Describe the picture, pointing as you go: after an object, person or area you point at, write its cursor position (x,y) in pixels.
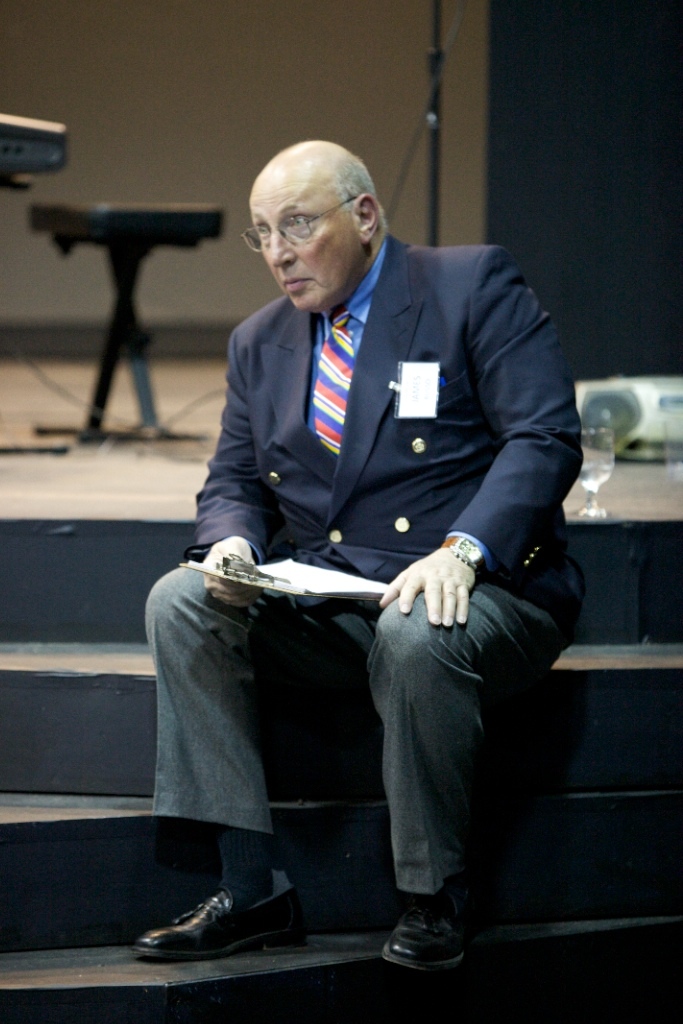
In this image person (452,741) is sitting on the stairs (265,743) by holding a clipboard (312,567). Beside him there is a glass (601,457). At the background (184,227) there is a chair (143,223) and mike (434,83).
